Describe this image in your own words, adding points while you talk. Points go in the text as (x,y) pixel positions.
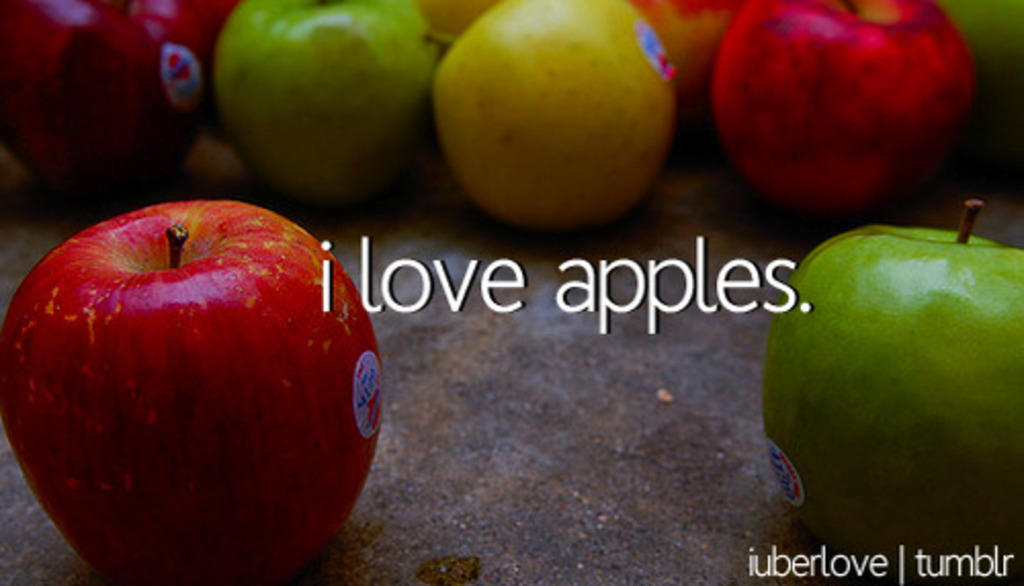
In the foreground of this image (908,232), there are apples (547,73) on the surface (558,458) and in the middle (580,308), there is some text (331,278) written as ¨ I LOVE APPLES.¨.
